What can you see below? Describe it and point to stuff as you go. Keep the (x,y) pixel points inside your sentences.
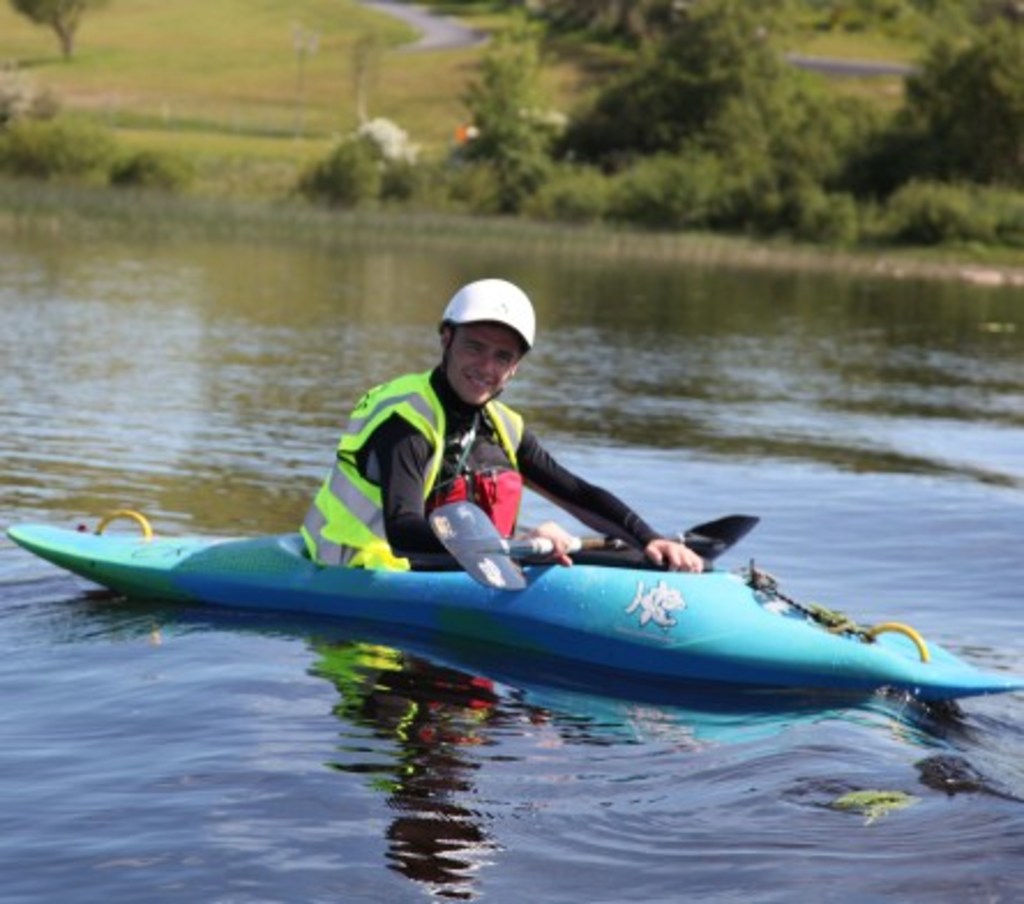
In this picture there is a man (508,337) sitting on the boat (446,593) and he is smiling and he is holding the object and the boat (444,627) is on the water (391,776). At the back (629,159) there are trees (907,142) and there might be a road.
